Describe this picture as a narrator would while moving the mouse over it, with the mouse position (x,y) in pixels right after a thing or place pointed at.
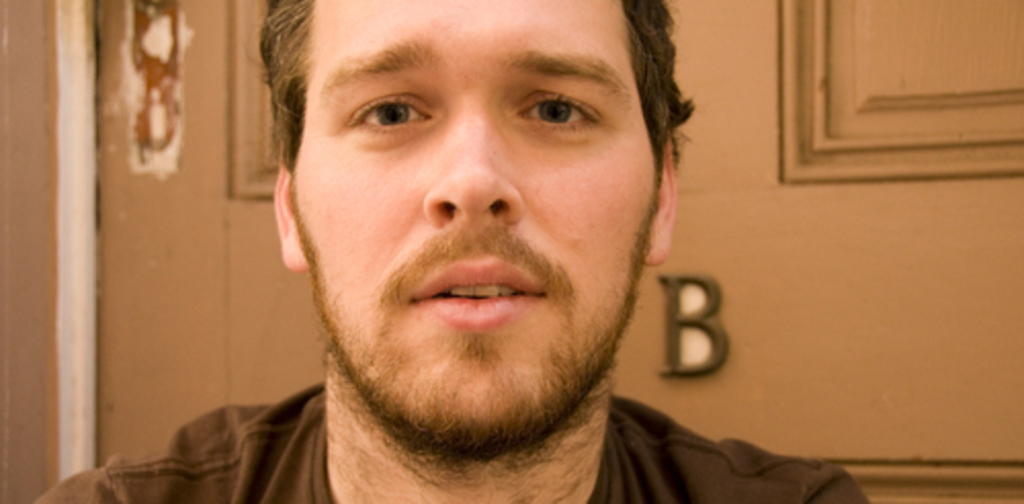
In this image I can see a person (164,481) wearing black color shirt (675,501). Background (166,257) I can see the door (720,188) in brown and cream color.
